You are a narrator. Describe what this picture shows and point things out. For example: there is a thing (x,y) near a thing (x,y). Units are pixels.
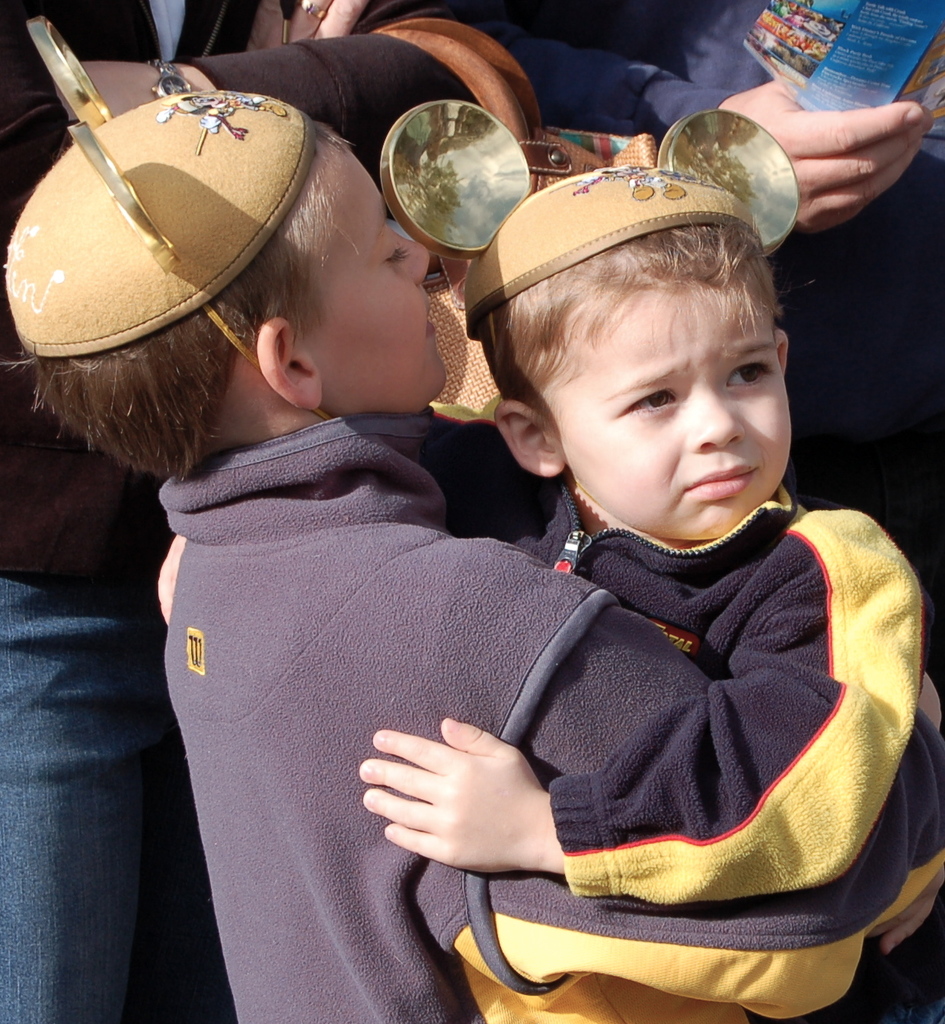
There are people (898,249) and these two kids (471,513) wore caps (471,308).
